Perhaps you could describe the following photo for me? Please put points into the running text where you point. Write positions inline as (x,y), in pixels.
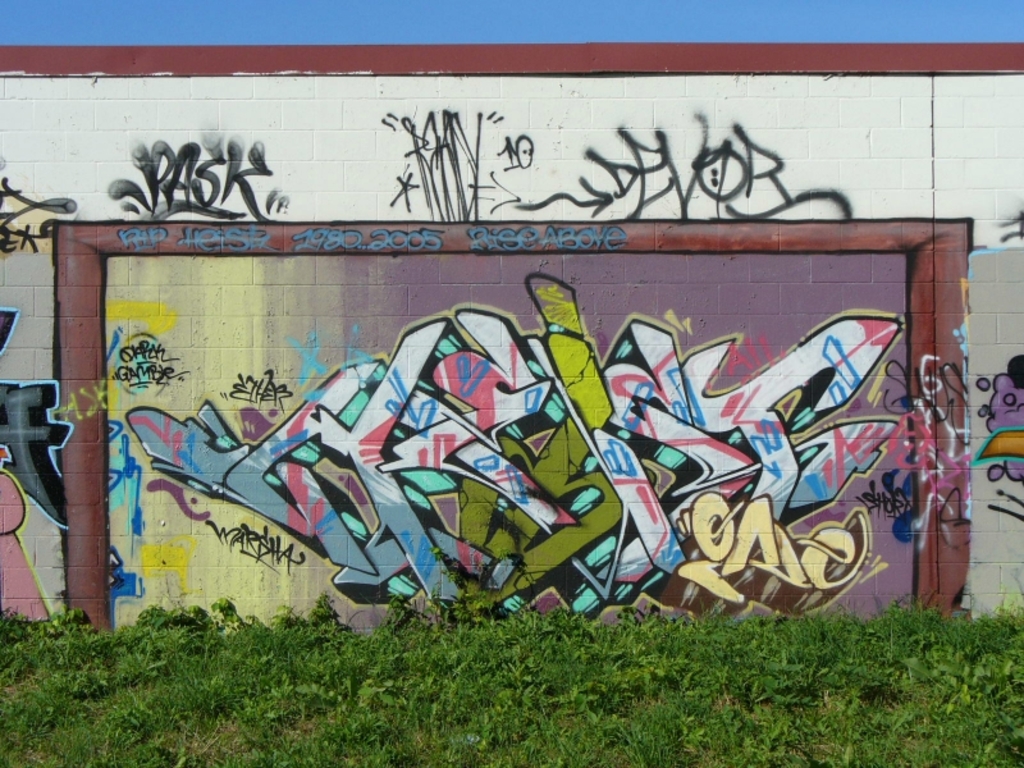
In this image, we can see some plants (451,672). There is a wall (778,208) in the middle of the image (645,474) contains some art (587,404). At the top of the image (443,31), we can see the sky (487,31).
